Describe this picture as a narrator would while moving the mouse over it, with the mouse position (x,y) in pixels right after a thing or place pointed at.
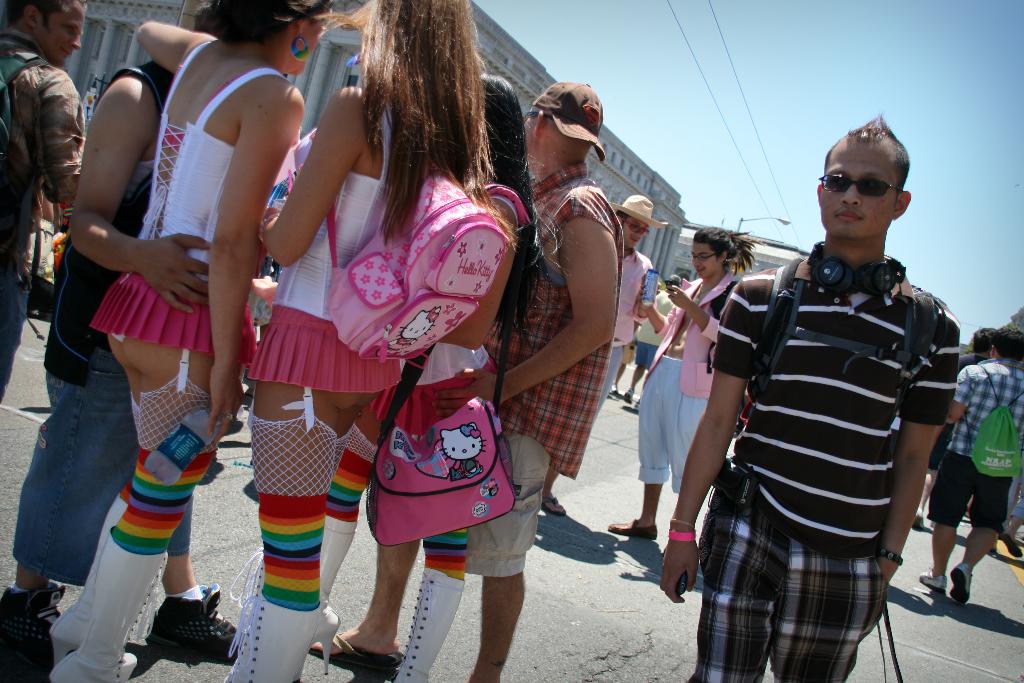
In this image I can see group of people (322,211) standing. In front (859,408) the person (876,403) is wearing black and white color dress (876,403). In the background (680,228) I can see few buildings (666,218) in white color and the sky (776,73) is in blue and white color.
